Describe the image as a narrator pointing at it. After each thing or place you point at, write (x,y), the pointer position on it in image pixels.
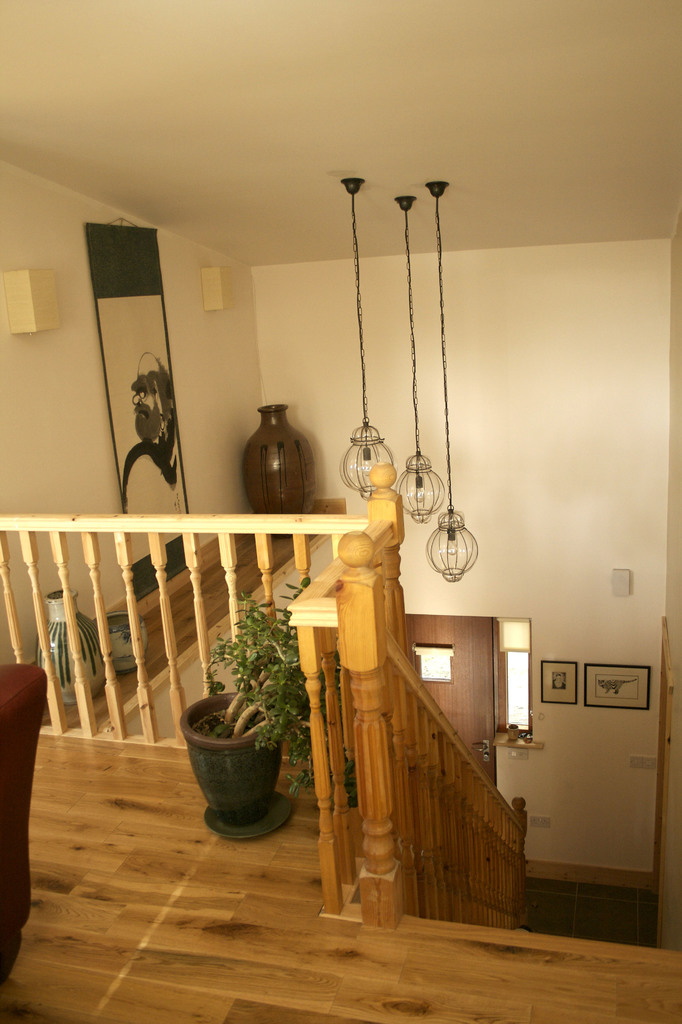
This picture is clicked inside the room (439,771). In this picture, we see a staircase (482,874) and beside that, there is a stair railing (372,674). Beside that, we see a flower pot (297,759). There is a wall (37,468) in white color on which the photo frame (161,434) is placed. Beside that, we see a pot (295,469). At the top of the picture (327,147), we see the lanterns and the roof (411,211) of the building (463,181). On the left side (11,704), we see the sofa chair (22,771).
